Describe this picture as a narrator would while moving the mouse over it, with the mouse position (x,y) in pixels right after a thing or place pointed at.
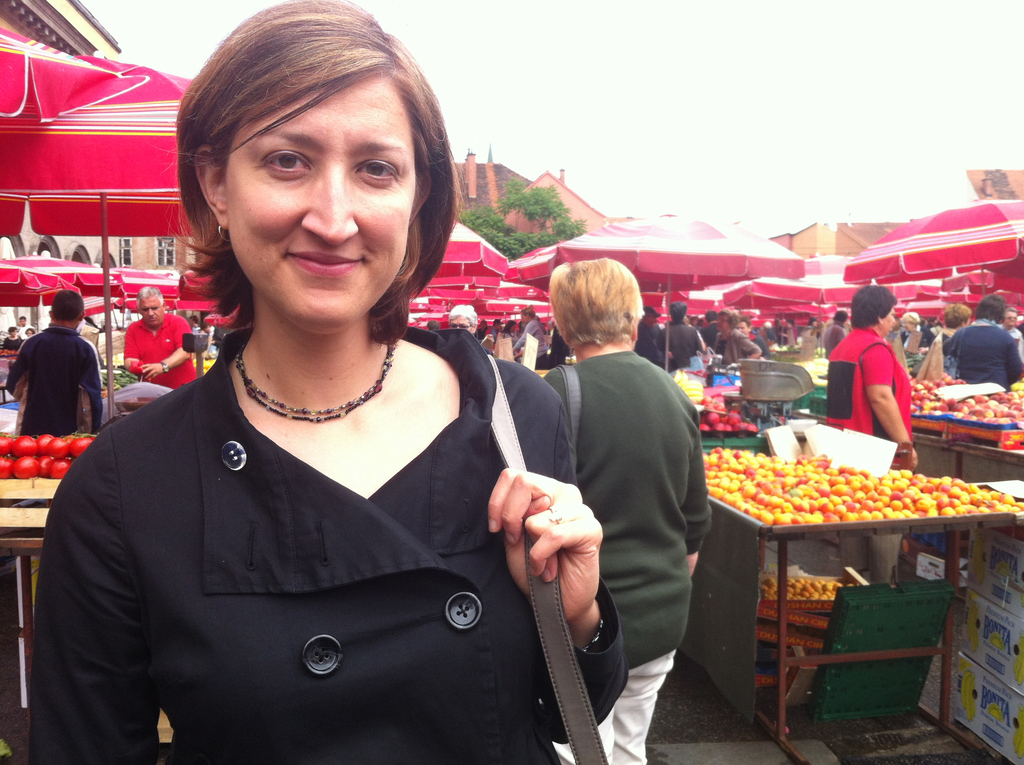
In this picture we can see some people (521,387) are standing, a woman (417,387) in the front (409,580) is smiling, there are some tables (785,458) and umbrellas (956,278) in the middle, we can see fruits (1001,403) on these tables (960,403), in the background (847,251) we can see a tree (542,235) and a house (592,220), there is the sky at the top of the picture (761,27).
